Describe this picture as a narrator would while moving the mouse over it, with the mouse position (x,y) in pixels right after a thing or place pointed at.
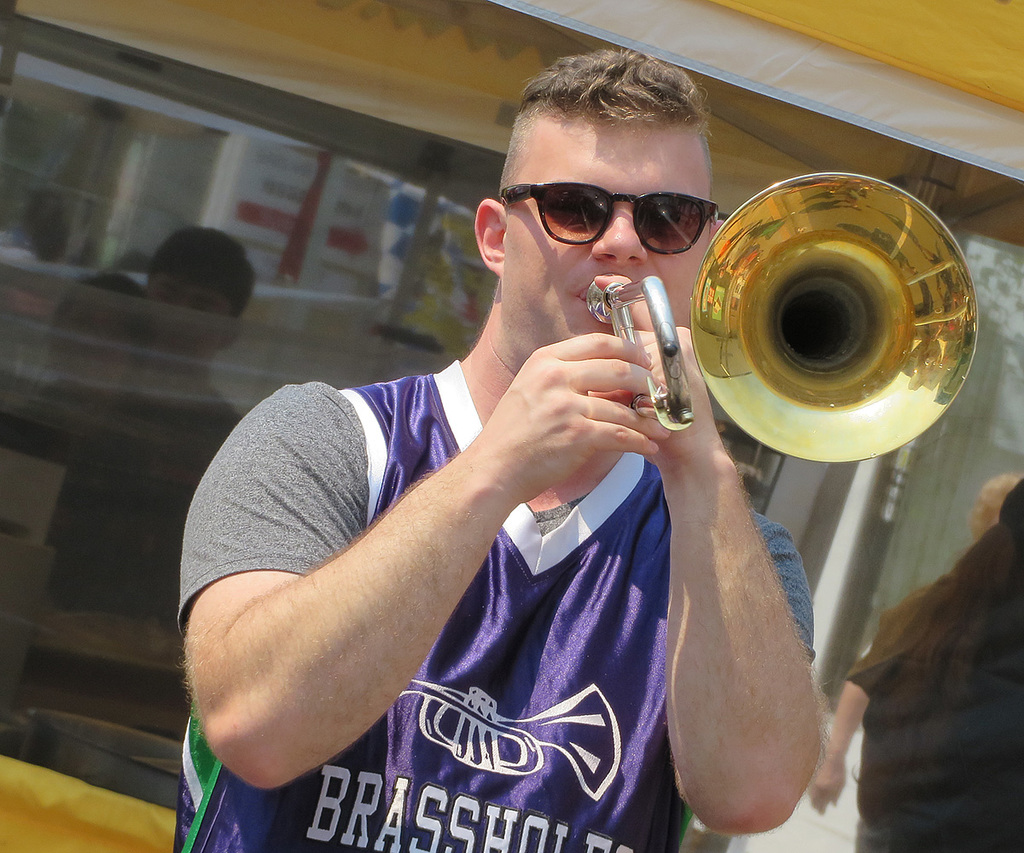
As we can see in the image in the front (334,634) there is a man (614,480) playing musical instrument (701,290) and in the background (28,97) there is reflection (309,137) of few people (99,378) and building (110,202).
